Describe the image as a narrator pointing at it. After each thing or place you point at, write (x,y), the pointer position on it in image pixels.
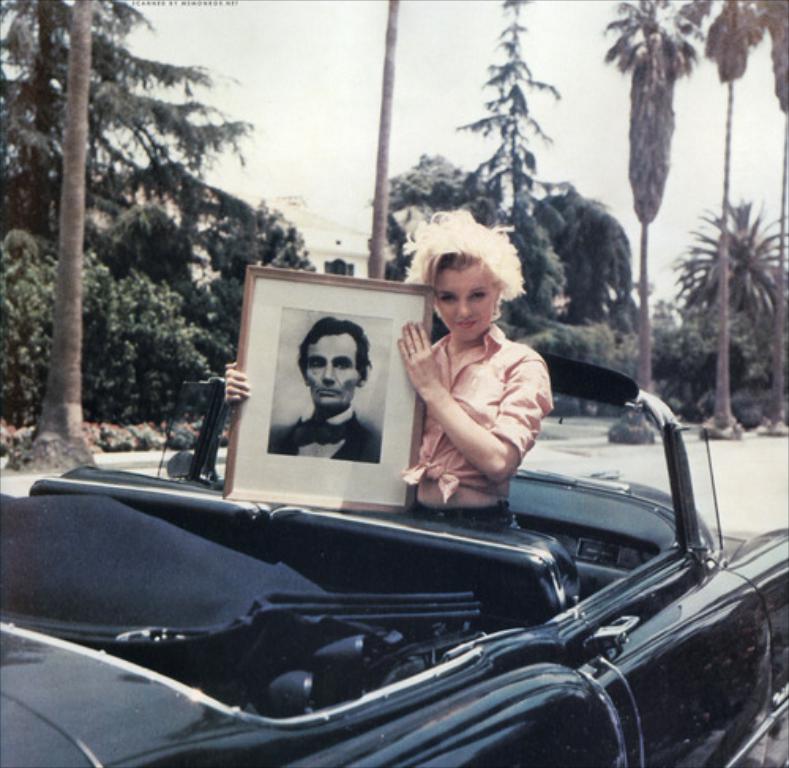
This is a picture of a lady (444,236) who is holding a picture (316,374) of a man (333,404) and standing in the car (454,527) which is in black color around her there are some trees (11,296) on the road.
